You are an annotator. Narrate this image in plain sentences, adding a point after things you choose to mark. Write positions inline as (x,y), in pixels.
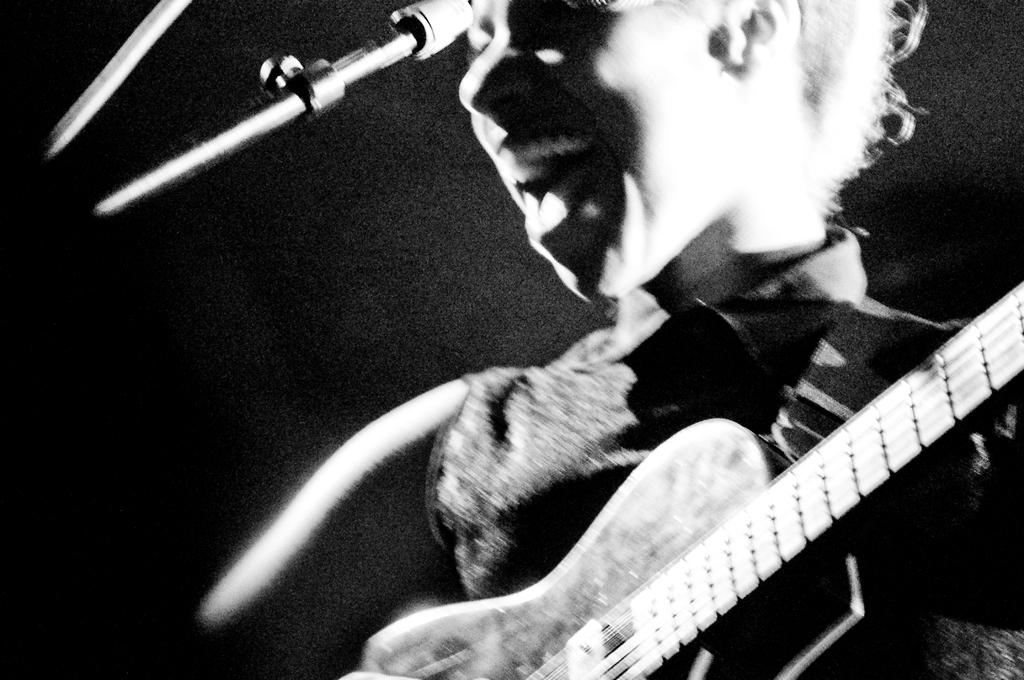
This image is a black and white image. On the left side of the image (215,147) there is a mic (316,87). On the right side of the image (766,239) there is a woman (628,222) and she is holding a guitar (561,614) in her hands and she is singing.
